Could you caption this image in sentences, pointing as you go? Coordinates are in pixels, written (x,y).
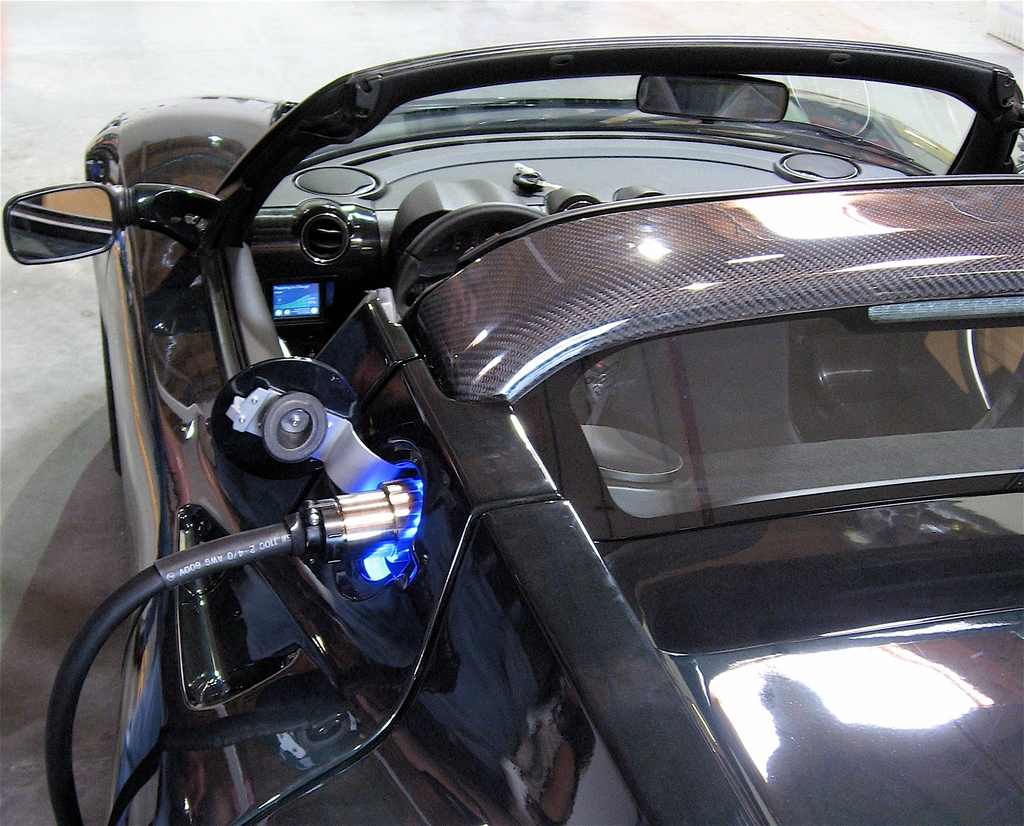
In this picture we can see a car (989,514) which is truncated.
